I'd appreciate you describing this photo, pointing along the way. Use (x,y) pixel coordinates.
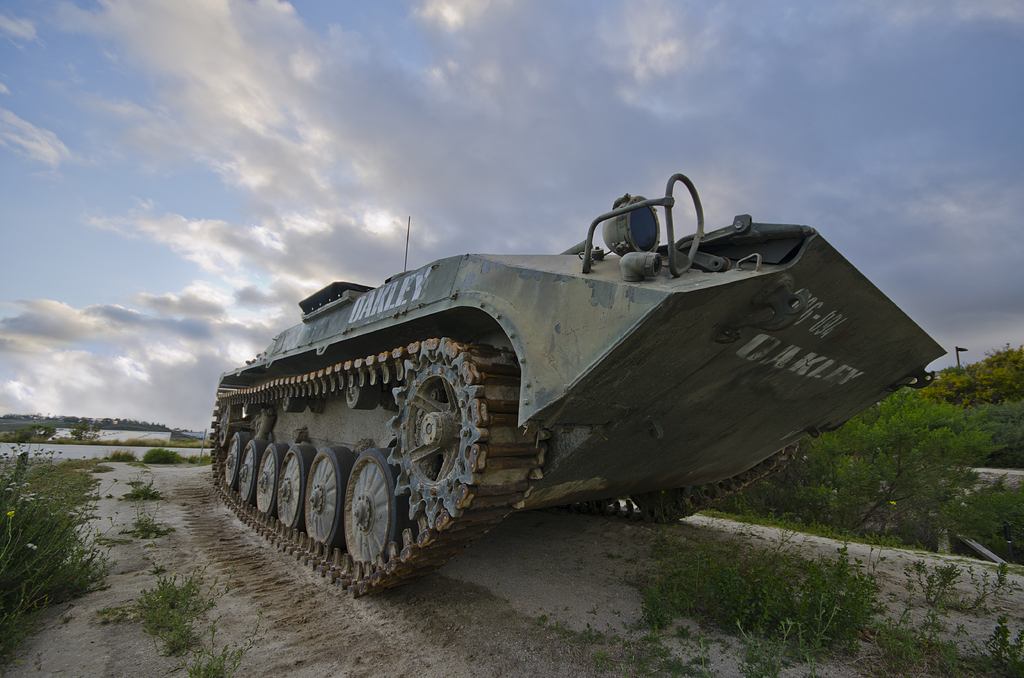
This picture is clicked outside. In the center (643,255) there is a metal tank (512,326) and we can see the grass (152,613) and some plants (938,432). In the background (560,101) there is a sky (170,170) which is full of clouds (184,300).
